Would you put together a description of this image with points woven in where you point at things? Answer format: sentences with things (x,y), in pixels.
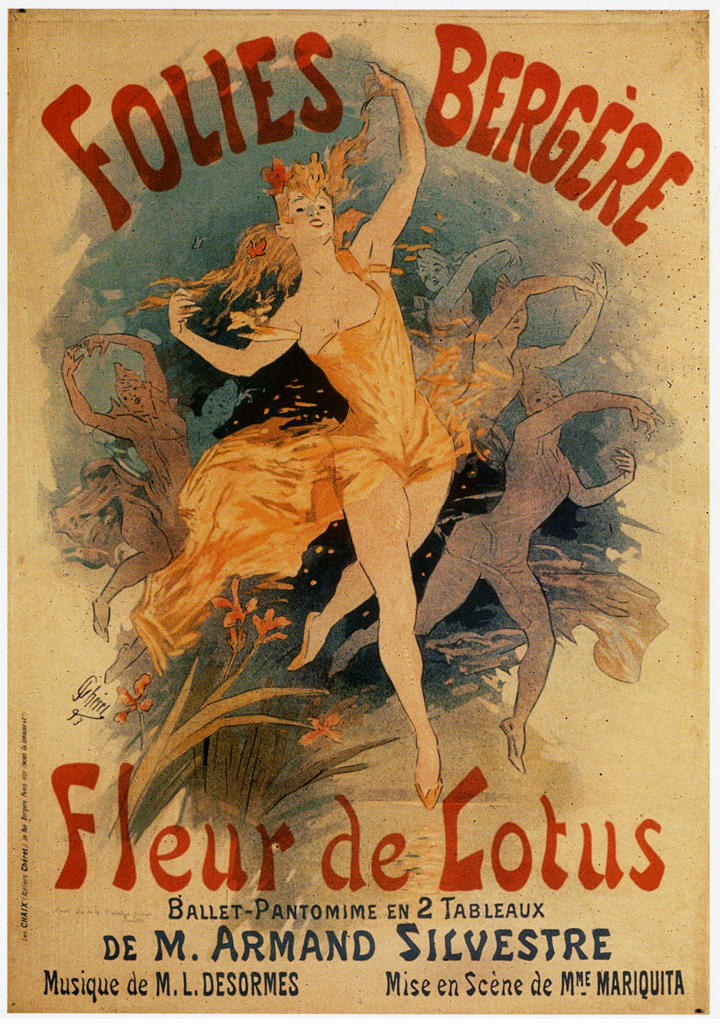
This picture consists of a poster (304,509) in the image.
